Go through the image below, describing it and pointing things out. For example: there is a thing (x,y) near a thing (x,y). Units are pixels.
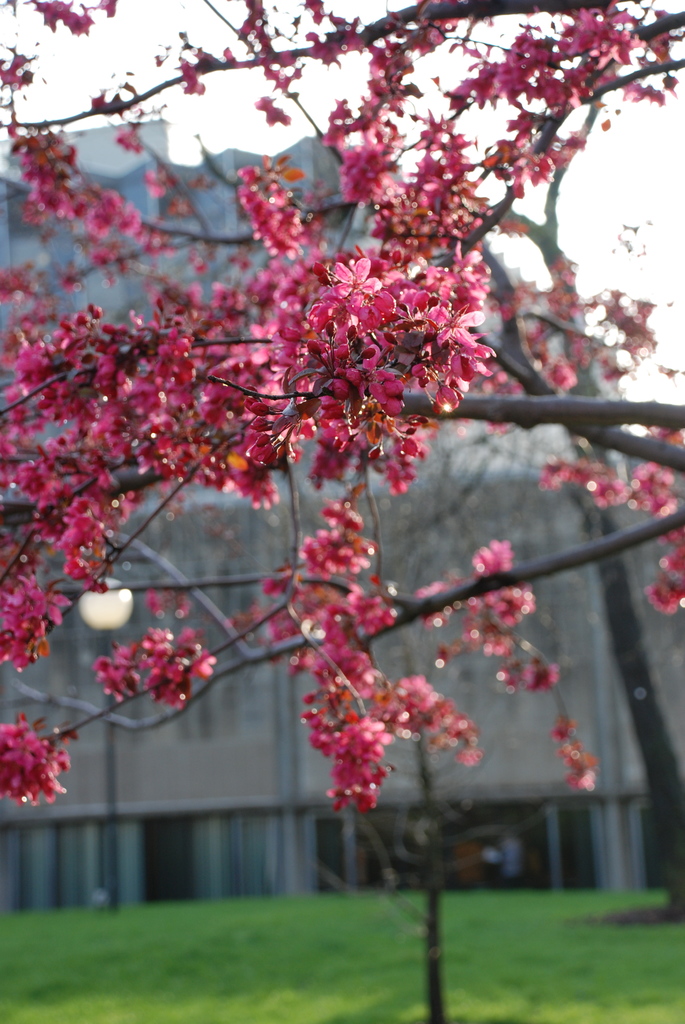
In this image there is a tree (76,537) with red flowers (675,611), behind that there is a building (255,558) and grass (483,912) in front of that.
